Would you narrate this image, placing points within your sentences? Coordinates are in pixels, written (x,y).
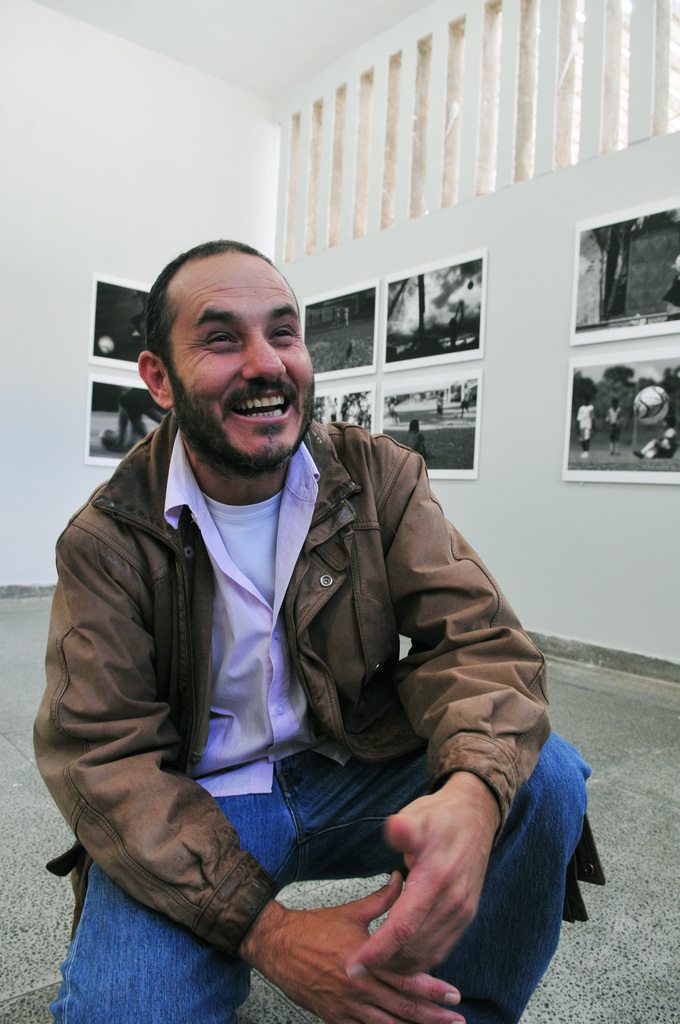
In this image I can see a person (413,860) sitting in squat position and the person (354,473) is smiling and at the top (174,146) I can see the wall (225,138) and photo frames (585,282) attached to the wall (540,551).
